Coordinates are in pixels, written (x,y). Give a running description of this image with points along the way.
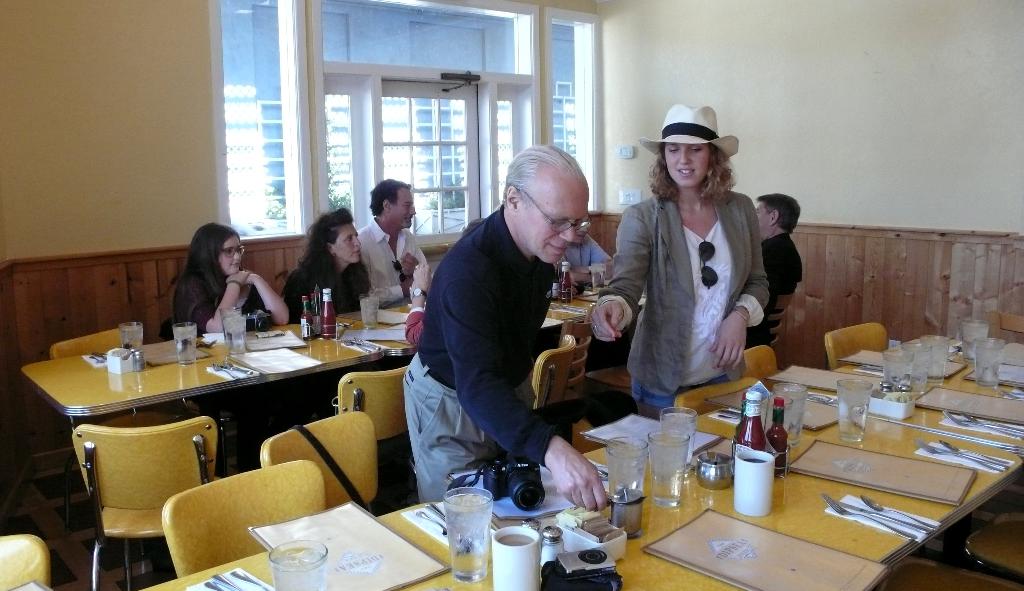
In the picture there is a room (421,306) in that room (550,334) there is a dining hall (594,393) there are two persons (535,258) standing and some people (318,284) are sitting on the chair (612,375) with the table (233,360) in front of them on the table (340,364) there are many items (748,499) such as glass (671,481), spoons (941,453), tissues (951,462), cup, bottles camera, bowls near to the wall (823,302) there is a window (242,128).
